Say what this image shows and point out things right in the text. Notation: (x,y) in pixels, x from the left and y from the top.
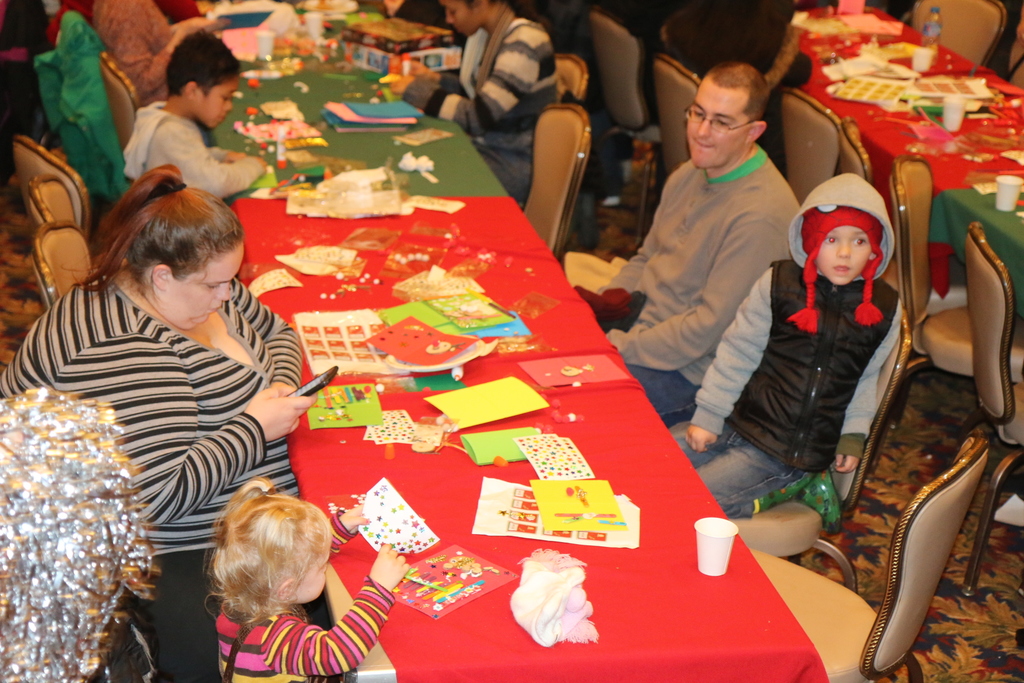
In this picture there are group of people (733,403), they are sitting around the tables (616,681), and there is a boy (864,186) at the right side of the image (893,319) who is seeing to the front direction, it seems to be art and craft activities which is going on in the image.
